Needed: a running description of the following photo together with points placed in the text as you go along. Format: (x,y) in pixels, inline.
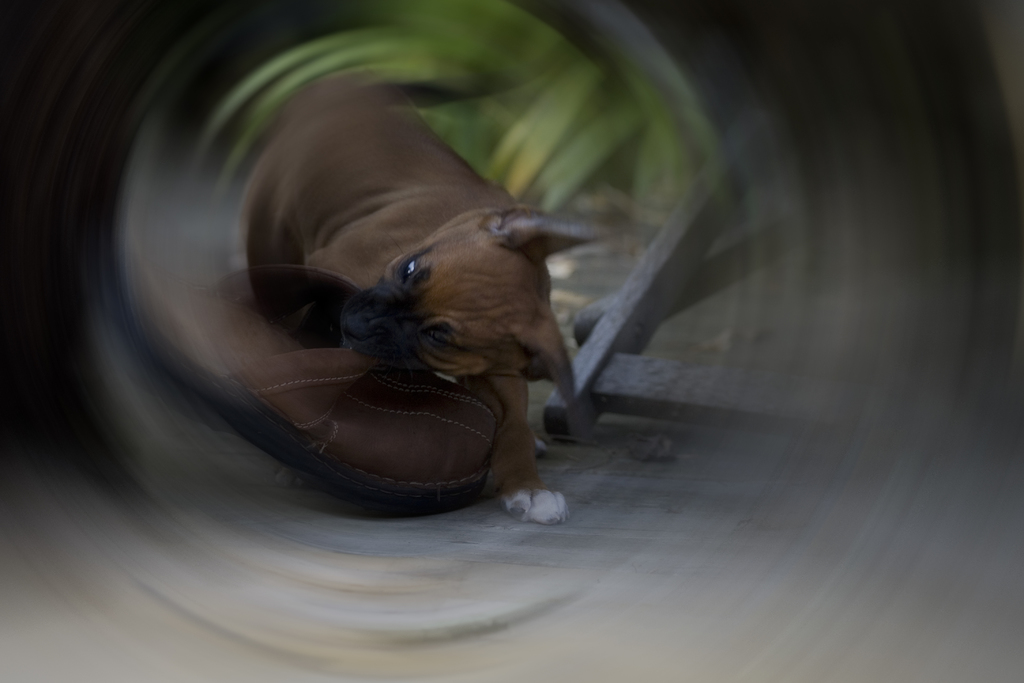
In this image we can see a dog (467,268) and there is a shoe (315,376). In the background (585,357) there is a stand (675,390).
